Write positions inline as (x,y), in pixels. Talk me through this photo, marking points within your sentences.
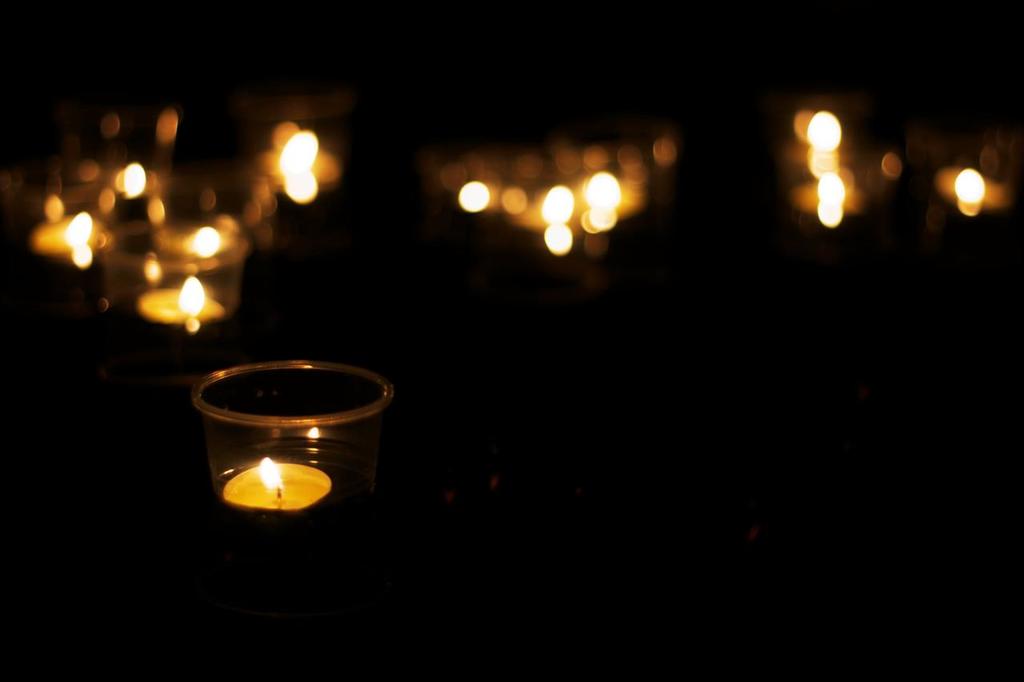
This is an image clicked in the dark. Here I can see few candles (261,491) are placed in the bowls (249,425). The background (453,236) is blurred.
